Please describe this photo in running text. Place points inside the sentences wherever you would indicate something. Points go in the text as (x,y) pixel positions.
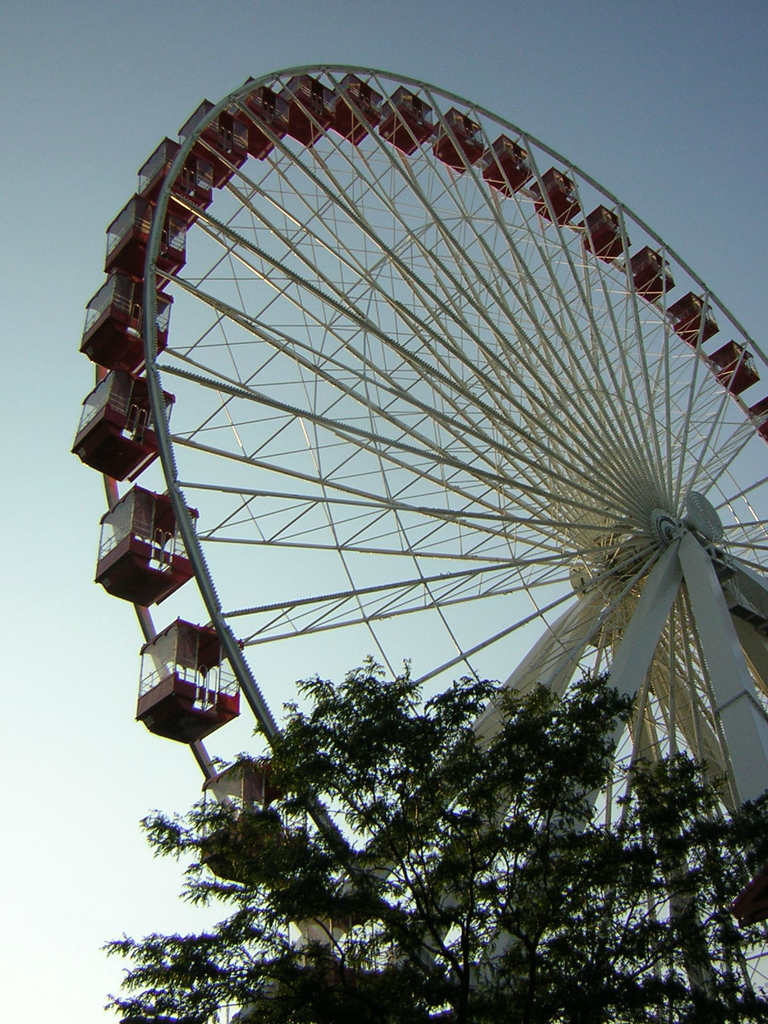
In this picture we can see a few leaves (398,731) at the bottom of the picture (558,941). We can see the giant wheel (404,242) and the sky (434,232) in the background (55,422).
